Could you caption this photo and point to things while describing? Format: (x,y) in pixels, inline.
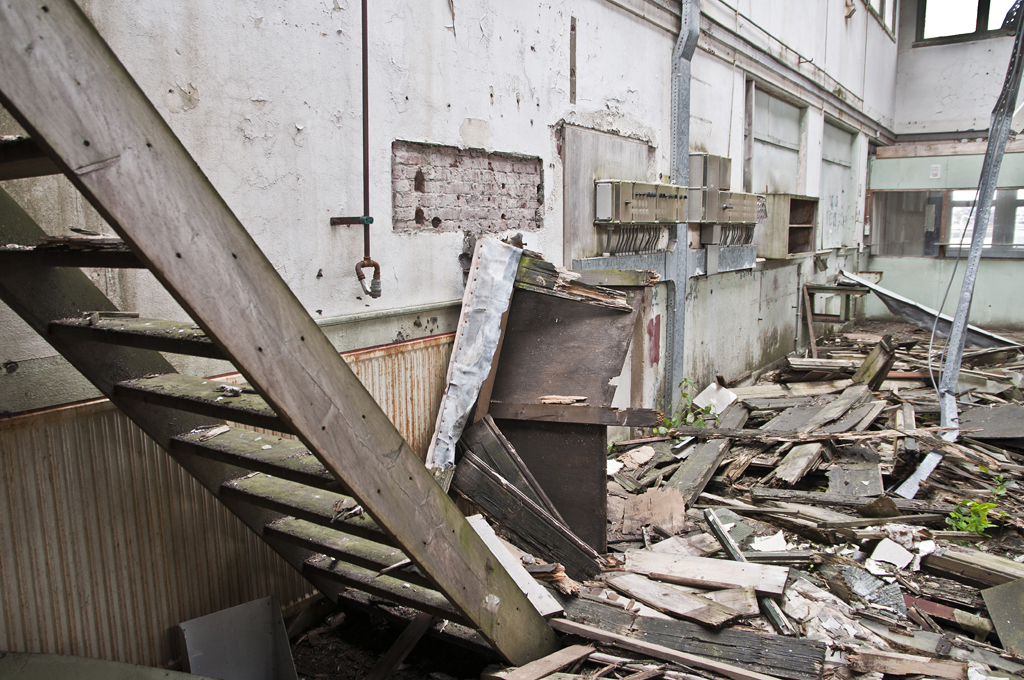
In this image there is an old building (570,155) in the middle (655,233). This picture is taken inside the room (739,145). On the left side (200,331) there is a wooden ladder (367,471). On the floor (854,479) there are so many broken wooden pieces (789,447). In the background (908,221) there is a glass window (948,22) on the right side (976,22) top.
